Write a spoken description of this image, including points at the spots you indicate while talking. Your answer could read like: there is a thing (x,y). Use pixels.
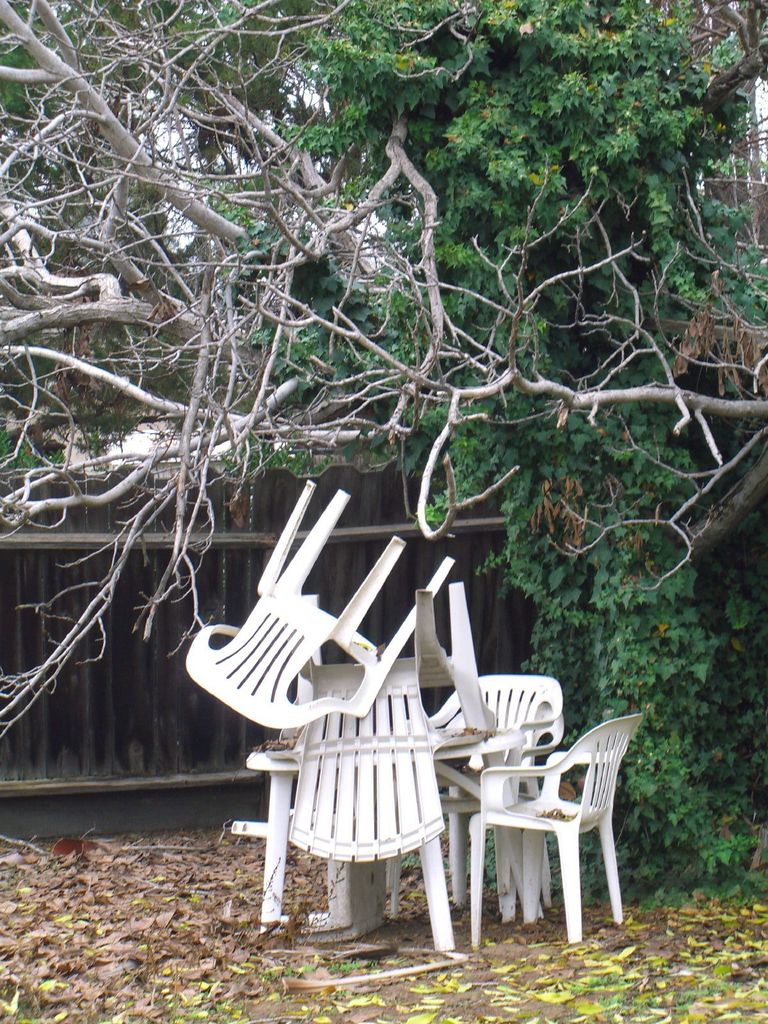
In the center of the image (373,664) there are chairs (397,736). In the background of the image (19,812) there is a gate (85,815). There are trees (485,244). At the bottom of the image (364,972) there are leaves (241,962).
